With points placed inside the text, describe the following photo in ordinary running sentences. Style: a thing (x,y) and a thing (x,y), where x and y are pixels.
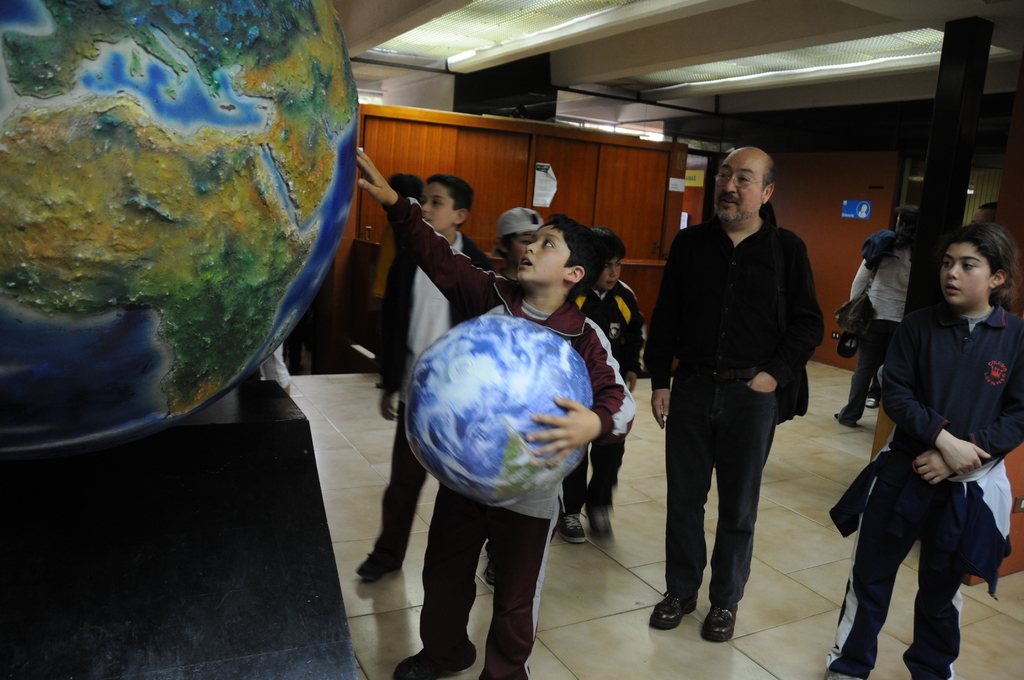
In this image we can see some group of kids (596,363) and some persons (786,314) standing in a room (707,582), a kid (498,294) wearing maroon color jacket (450,280) holding globe (509,474) in his hands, on left side of the image (196,262) there is big globe (213,242) and in the background of the image (602,208) there are wooden cabinets (683,165) and roof (600,52).
